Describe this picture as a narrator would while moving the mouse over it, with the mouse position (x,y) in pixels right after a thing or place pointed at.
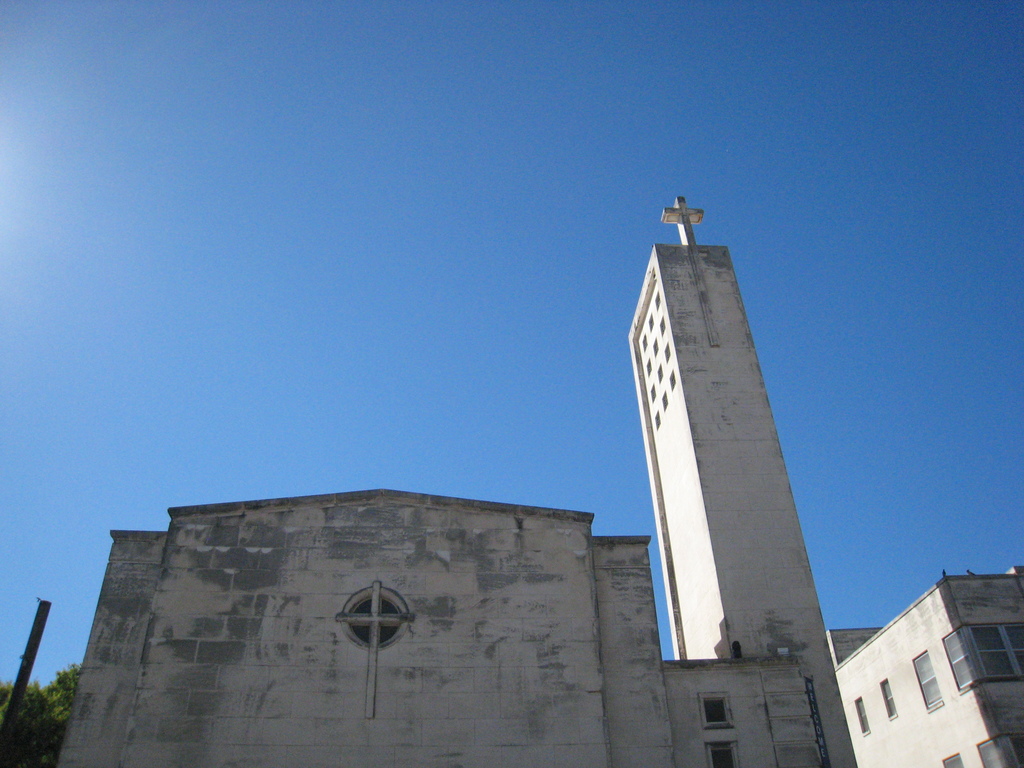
At the bottom of this image (572,563), there are buildings (490,690) having windows (864,717), a tower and trees (49,736). In the background (116,216), there is blue sky (658,45).
